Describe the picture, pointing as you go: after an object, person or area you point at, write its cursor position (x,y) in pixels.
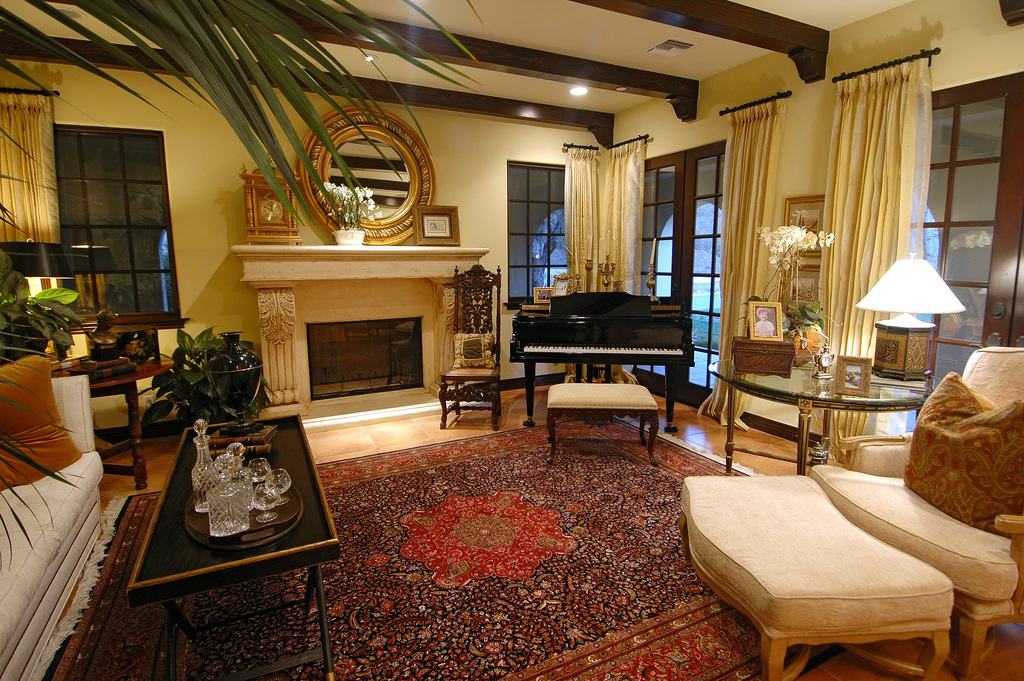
There is a room (520,509) in which the carpet (467,554) is on the floor (482,571). This room (526,446) is well furnished with very good furniture (199,541). There is a lamp (894,319) on the table (826,385) and some photo frames (764,331). We can observe curtains (837,207) here. There is a piano (603,342), in front of the piano (590,368) there is a stool (592,399) for playing it. Beside the piano (584,332) there is a chair (475,321). Here is a place for camp fire (366,359). Above that place (333,286) there is a flower pot (341,225). We can observe windows (83,229) and wall (214,209) in background (214,209). There are some trees (257,63) inside the house (242,42) and plants (212,397) also.
